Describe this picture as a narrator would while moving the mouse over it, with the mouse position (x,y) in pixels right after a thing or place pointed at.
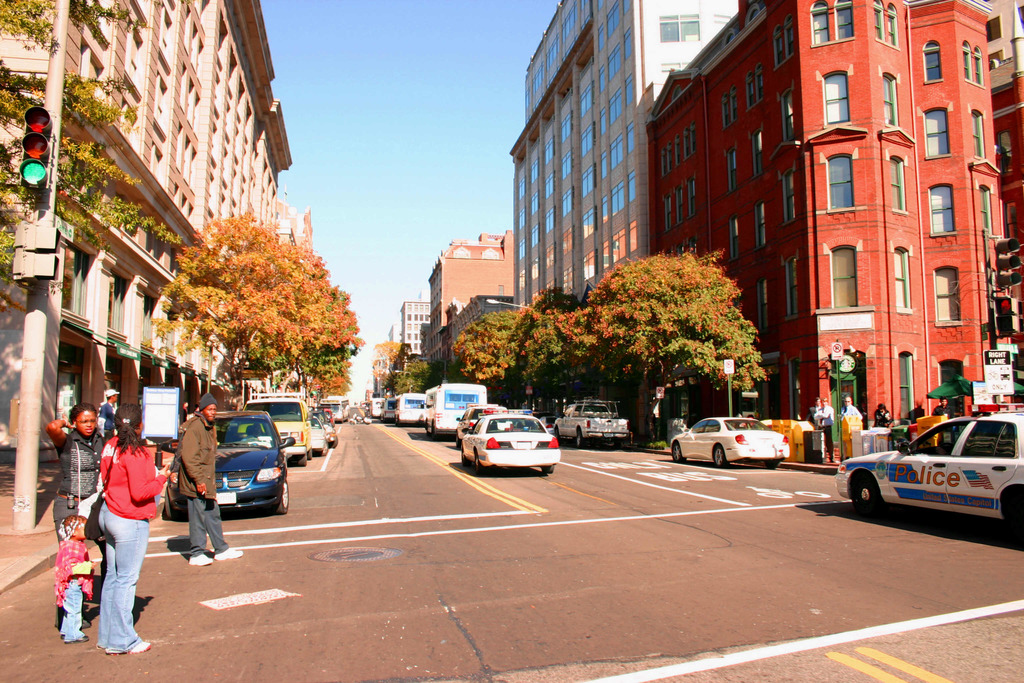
This is an outside view. At the bottom (251,470) there are many vehicles (228,437) on the road (447,554). Beside the road (724,496) few people (140,441) are standing. On both sides of the road (464,466) there are many buildings (479,299) and trees (269,295). On the left side (27,298) there is a traffic signal pole (31,362) on the footpath (18,568). At the top of the image (384,100) I can see the sky (399,89).
